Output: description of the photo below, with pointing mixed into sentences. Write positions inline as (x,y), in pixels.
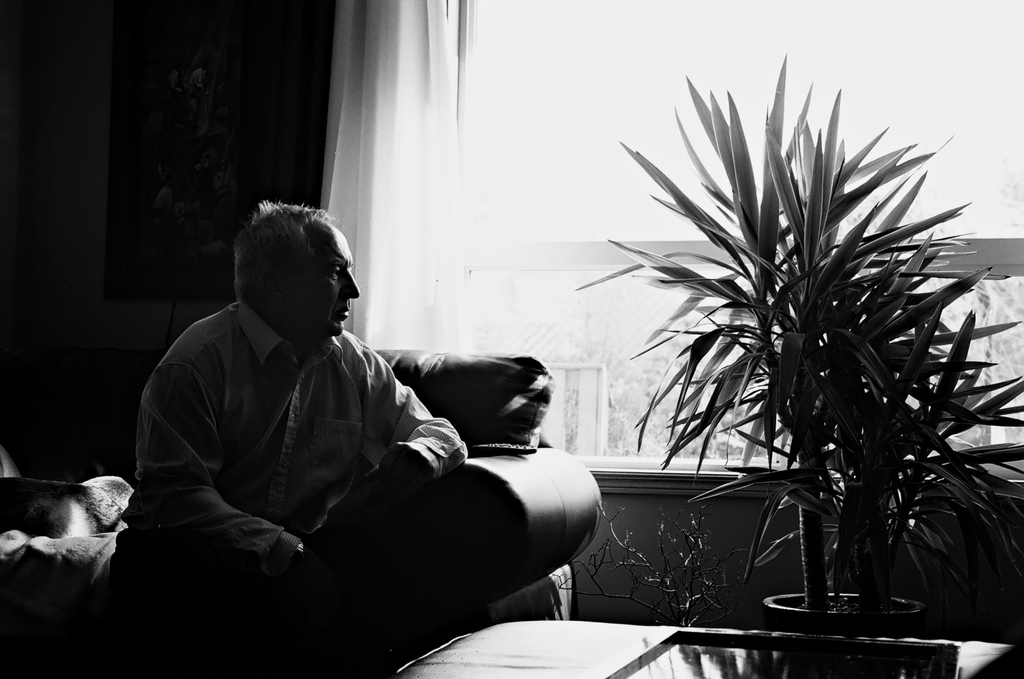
In this image there is a person (171,492) seated on the sofa (553,504), beside the person (245,462) there is a plant (816,396), behind him there is a glass window (560,167) with a curtain (375,191) on it.
